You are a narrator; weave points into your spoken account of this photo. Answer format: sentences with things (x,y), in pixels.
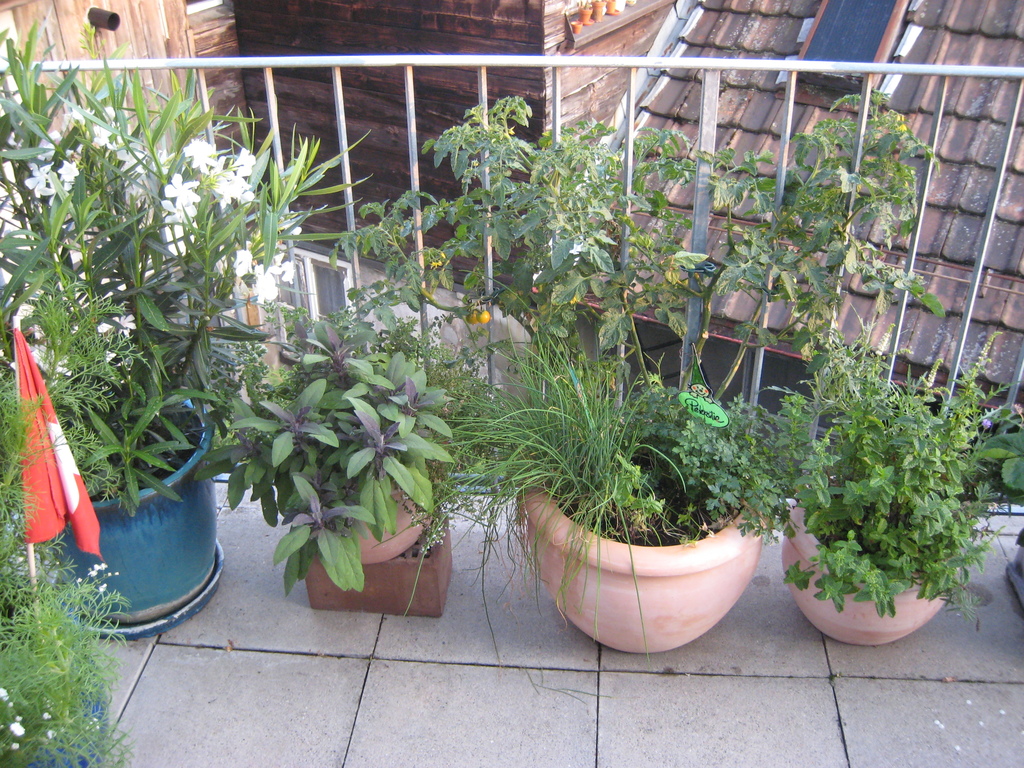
In the center of the image (349,504) we can see plants (395,457) placed in the flower pots (555,576) and there is a fence (412,61). In the background (517,15) there are sheds (225,41).
